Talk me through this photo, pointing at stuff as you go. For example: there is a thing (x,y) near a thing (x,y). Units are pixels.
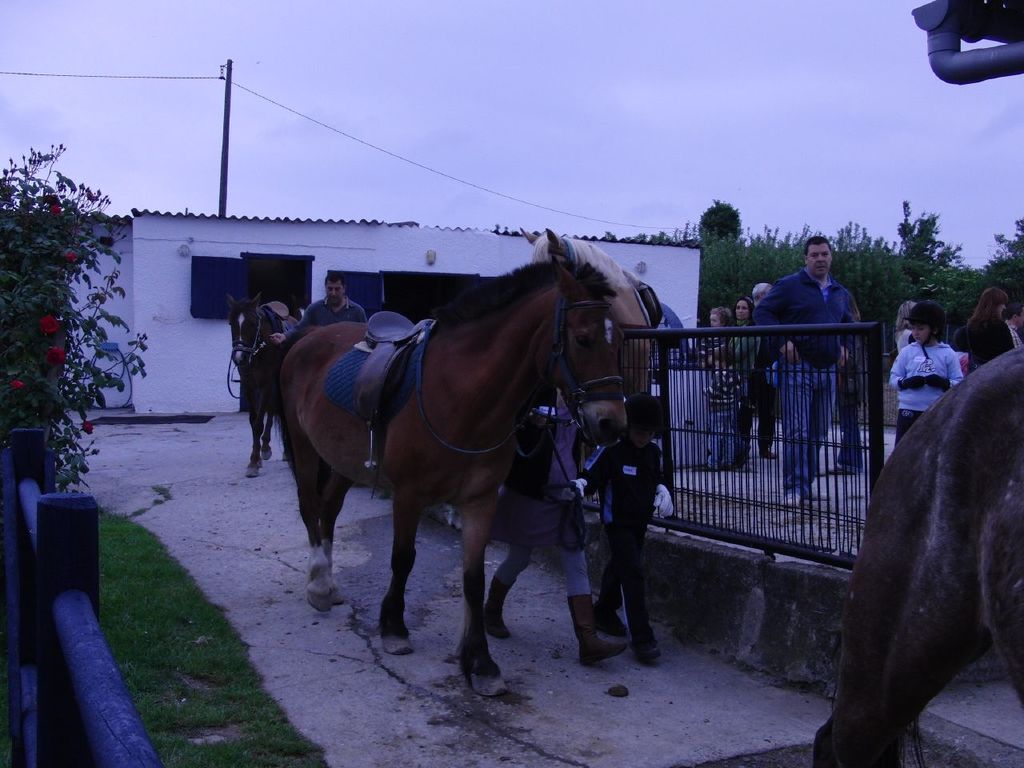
In this image there are four horse (1003,487). Their is a kid (618,487) who is holding a rope (510,434) of a horse (494,442). There is a persons (929,397) who are standing near to the fencing (811,403). On the right (931,264) we can see a trees (721,256). On the background (367,282) there is a small house (235,284). On the top (219,121) we can see a sky (416,48) with full of clouds (546,143). On the left (45,389) there is a plant (44,204) with some red flowers (51,331). On the bottom (130,615) there is a wooden fencing (79,667) and a green grass (211,659).
